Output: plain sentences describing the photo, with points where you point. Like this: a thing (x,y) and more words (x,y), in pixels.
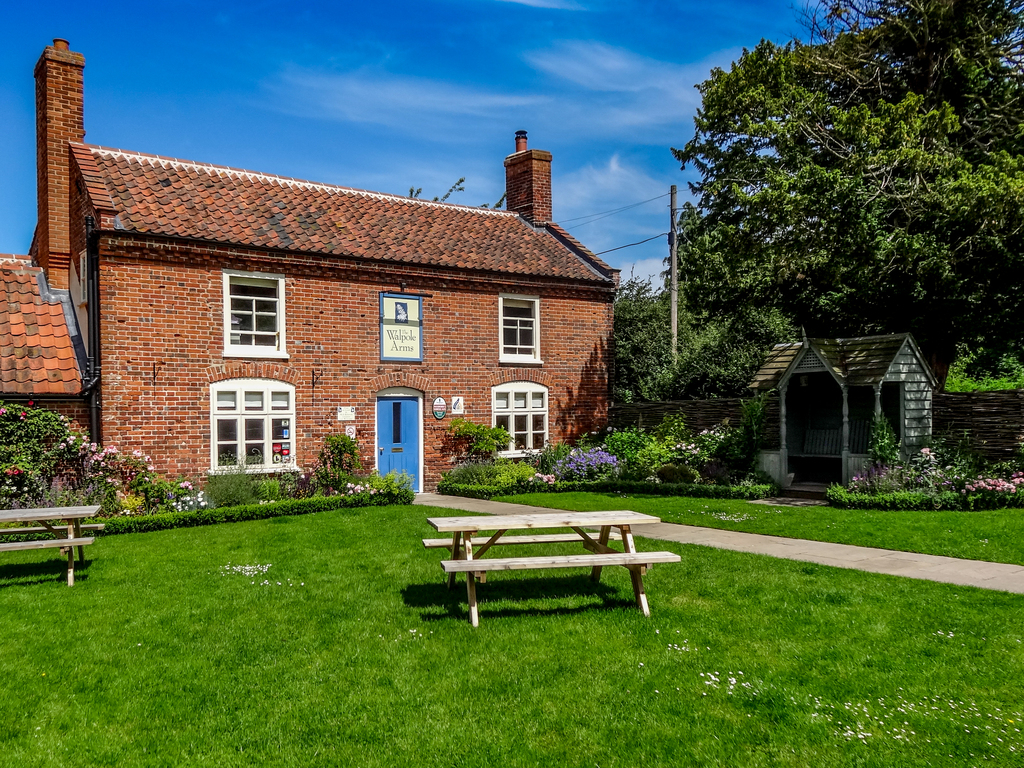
In the foreground (456,569) I can see two benches (464,559) on grass (628,620), flowering plants (676,454), trees (717,205), houses (478,368), windows (538,390), board (385,339) and a pole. At the top (349,141) I can see the blue sky (335,110). This image is taken, may be during a day.
